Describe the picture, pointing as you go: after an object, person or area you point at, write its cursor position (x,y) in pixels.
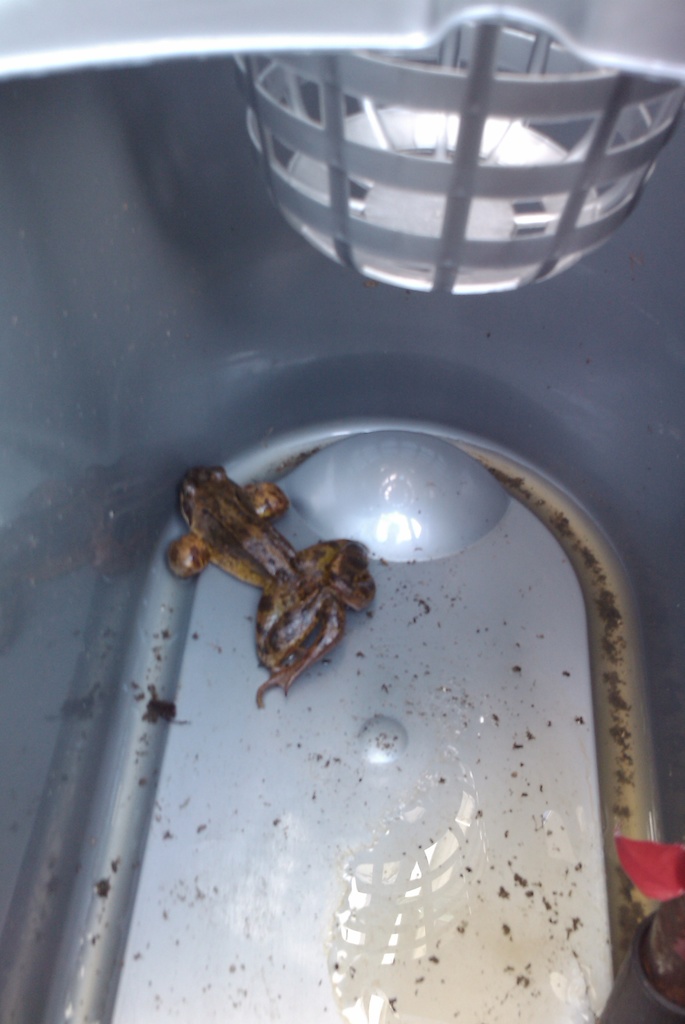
In this image there might be a plastic tub (303,383) on which there is a frog (282,579), at the top (384,60) there might be a light (632,90).
